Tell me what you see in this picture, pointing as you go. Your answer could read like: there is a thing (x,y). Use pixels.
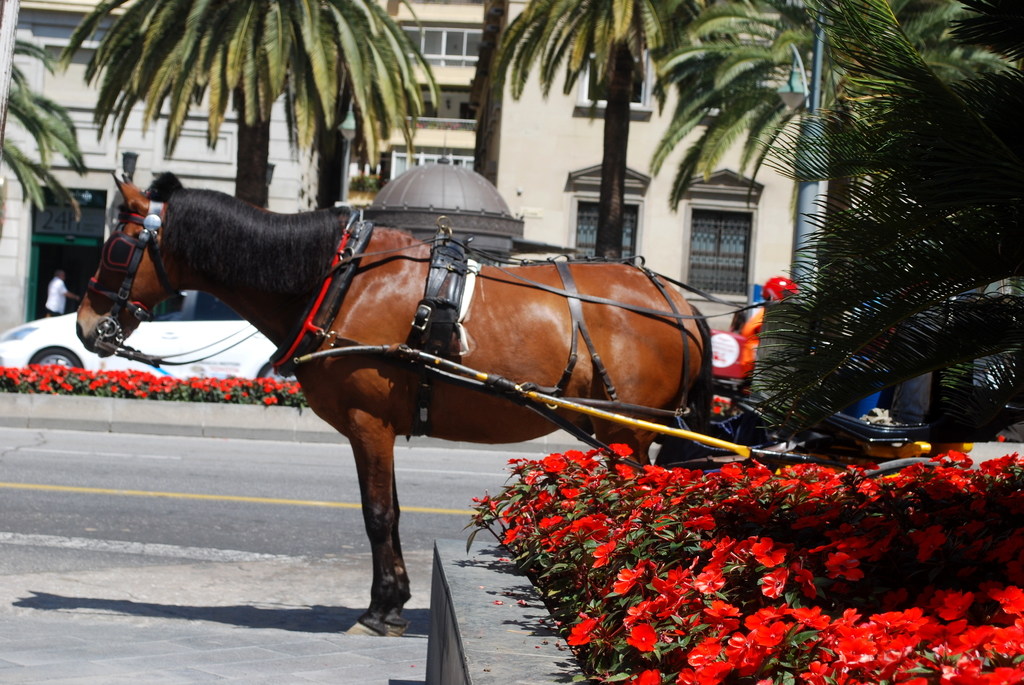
In this image I can see a horse (629,337) and I can see flowers (711,684) at the bottom (579,519), in the middle (518,252) I can see trees (633,51), building (537,123) and pole (816,212) visible.
